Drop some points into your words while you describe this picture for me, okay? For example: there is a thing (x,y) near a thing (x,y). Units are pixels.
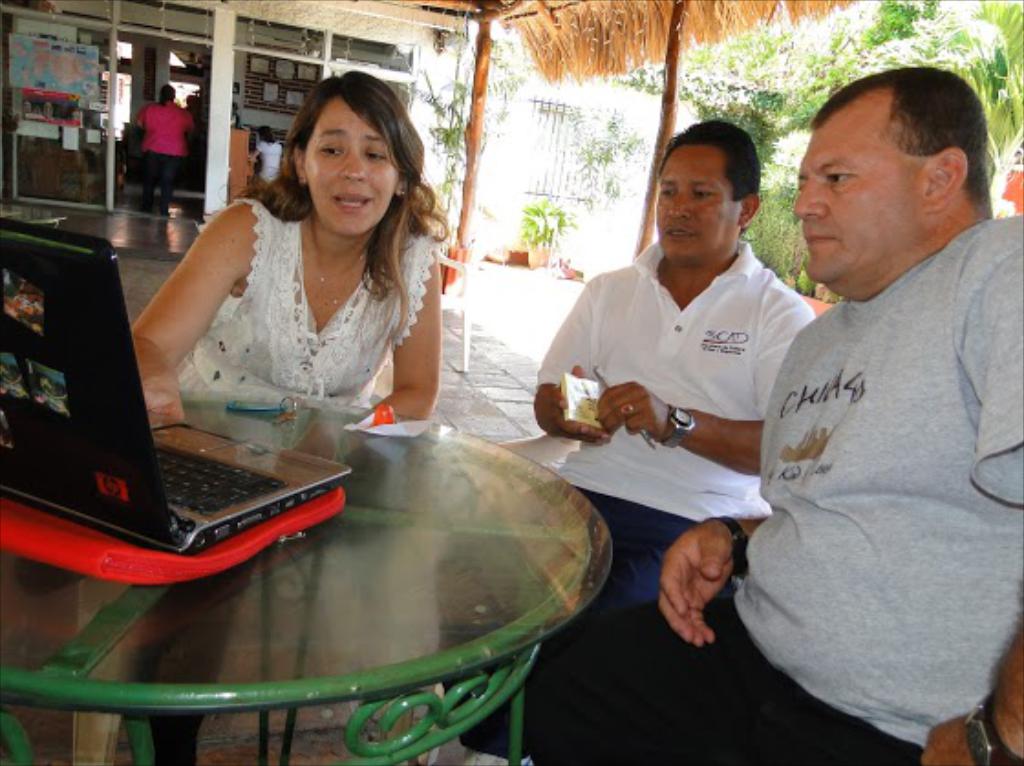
In this image I see 3 persons (951,80), in which one of them is a woman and 2 of them are man (504,735) and all of them are in front of a table (451,718) and there is a laptop (8,306) on top of it. In the background (125,203) I see a shop (72,183) and a person (175,155) in it and 2 wooden sticks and few plants (1023,142).
